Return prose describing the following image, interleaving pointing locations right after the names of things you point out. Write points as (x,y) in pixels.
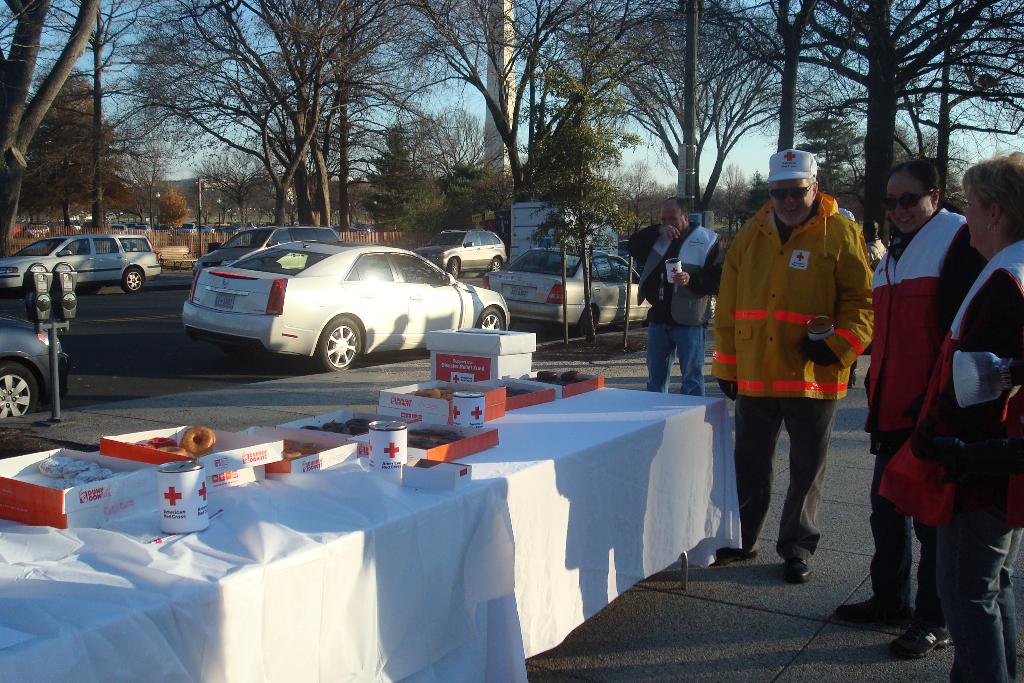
In this image, there are a few people (665,314), vehicles (408,270), trees (627,216) and poles (200,236). We can see the ground (155,390) with some objects (66,319). We can see a table (548,493) covered with a cloth (513,509) and some objects (203,521) are placed on it. We can see a white colored object (511,59) and the wall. We can also see the sky (221,145).
